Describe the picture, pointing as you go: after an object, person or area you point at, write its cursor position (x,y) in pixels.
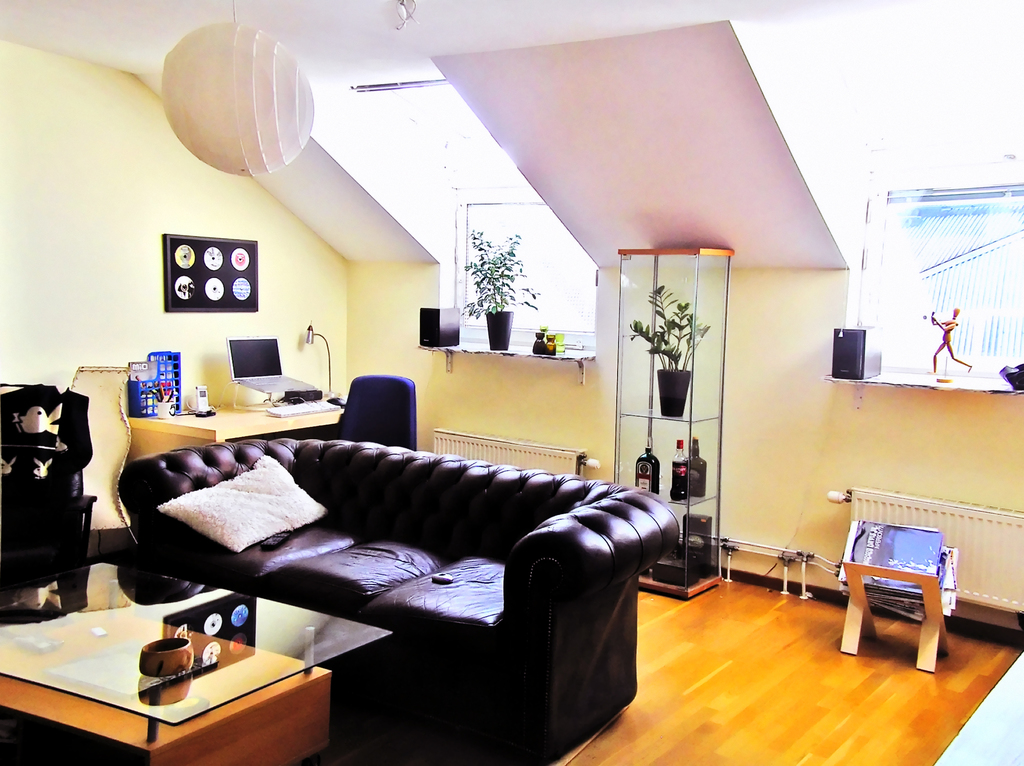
Here we can see a couch (490,493) and in front of that we can see a table (206,601) and at the back side (501,275) we can see plants (682,378) placed here and there and in the middle (356,431) there we can see a laptop (258,353) and chair (386,420).
